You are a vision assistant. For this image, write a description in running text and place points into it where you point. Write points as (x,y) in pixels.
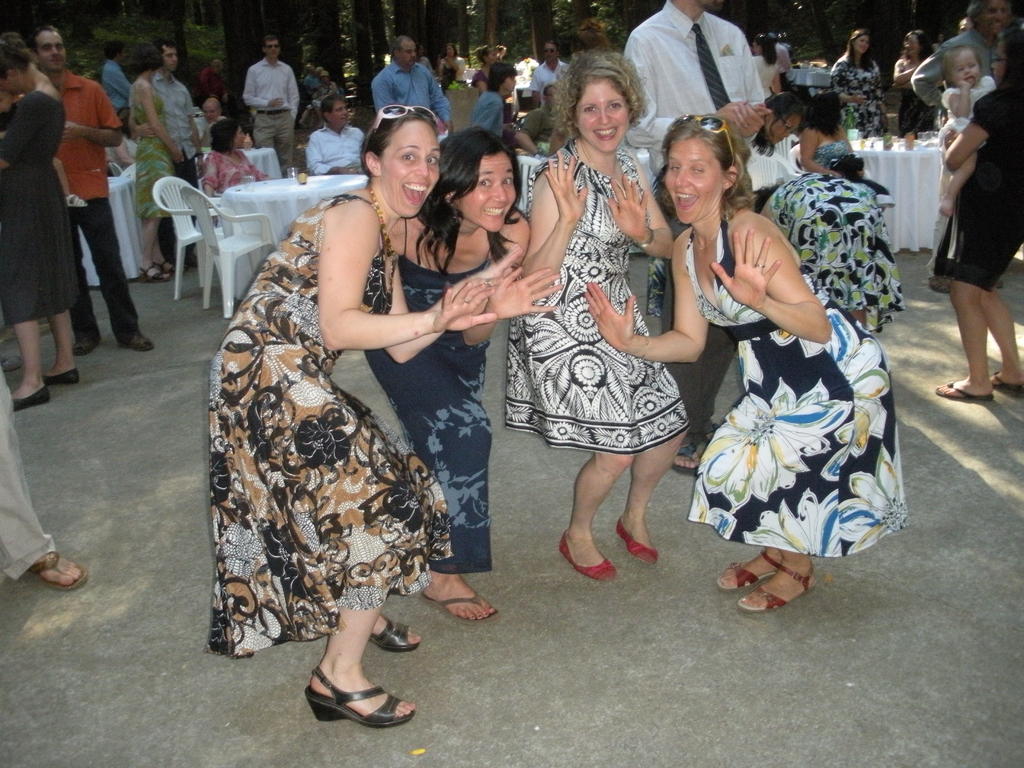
In the picture I can see few women (531,324) standing and there are few persons (280,82), chairs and tables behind them and there are trees (518,27) in the background (490,45).
